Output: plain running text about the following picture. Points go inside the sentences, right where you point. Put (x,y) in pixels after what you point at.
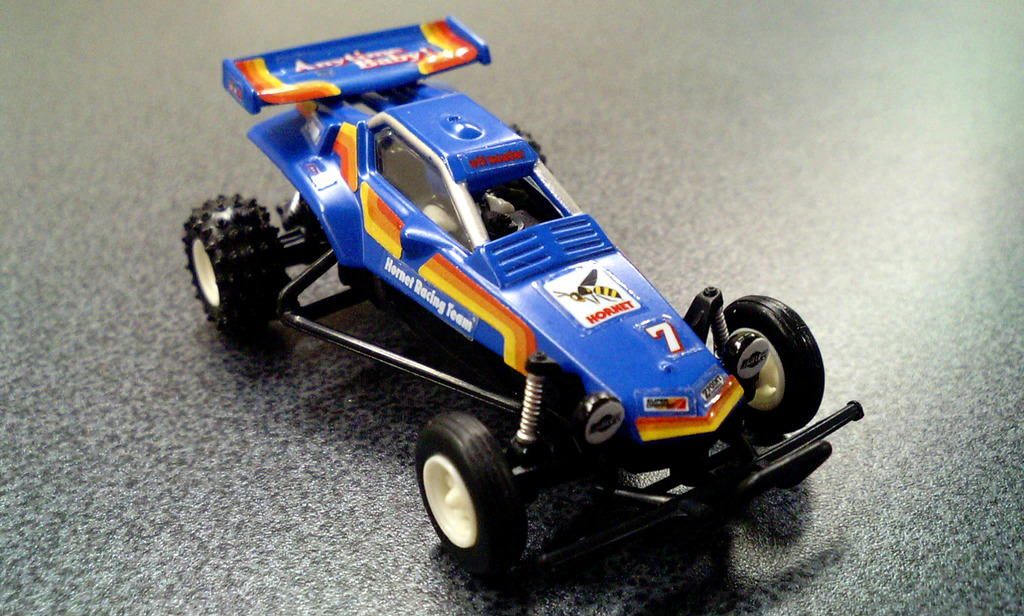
This is a zoomed in picture. In the center (590,347) there is a blue color Go-kart toy (370,202) placed on the ground (156,379).
